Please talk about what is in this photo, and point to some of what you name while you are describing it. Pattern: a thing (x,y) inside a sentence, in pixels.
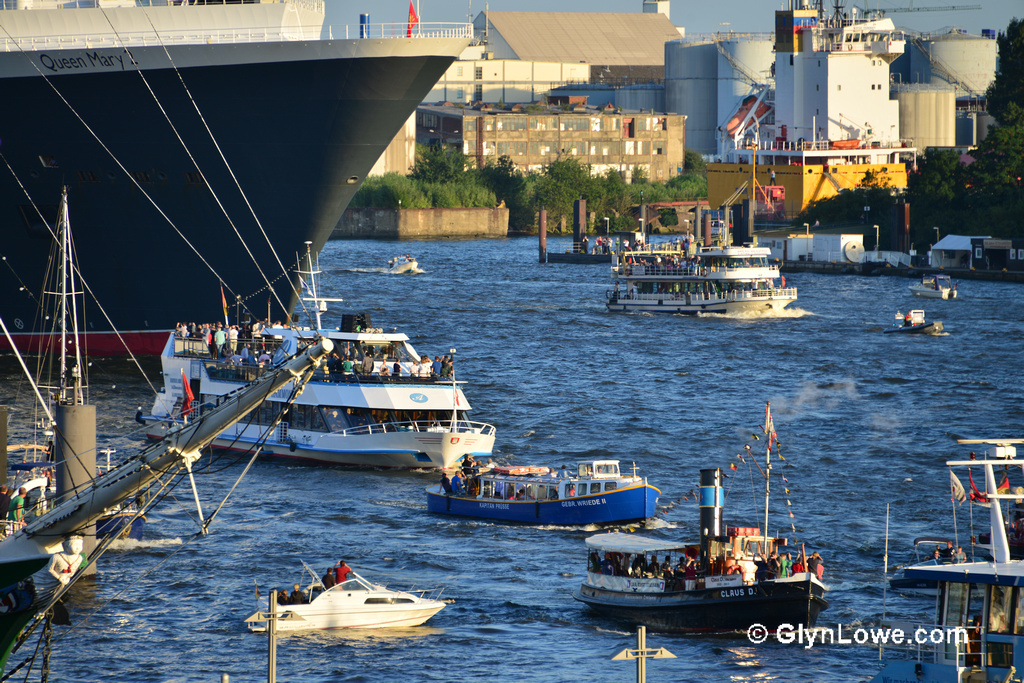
In this image I can see water (684,323) and boats (1007,657) in it. I can see number of people (690,567) in boats (749,543). Here I can see a ship (220,82), number of trees (1021,157) and buildings (629,32).
